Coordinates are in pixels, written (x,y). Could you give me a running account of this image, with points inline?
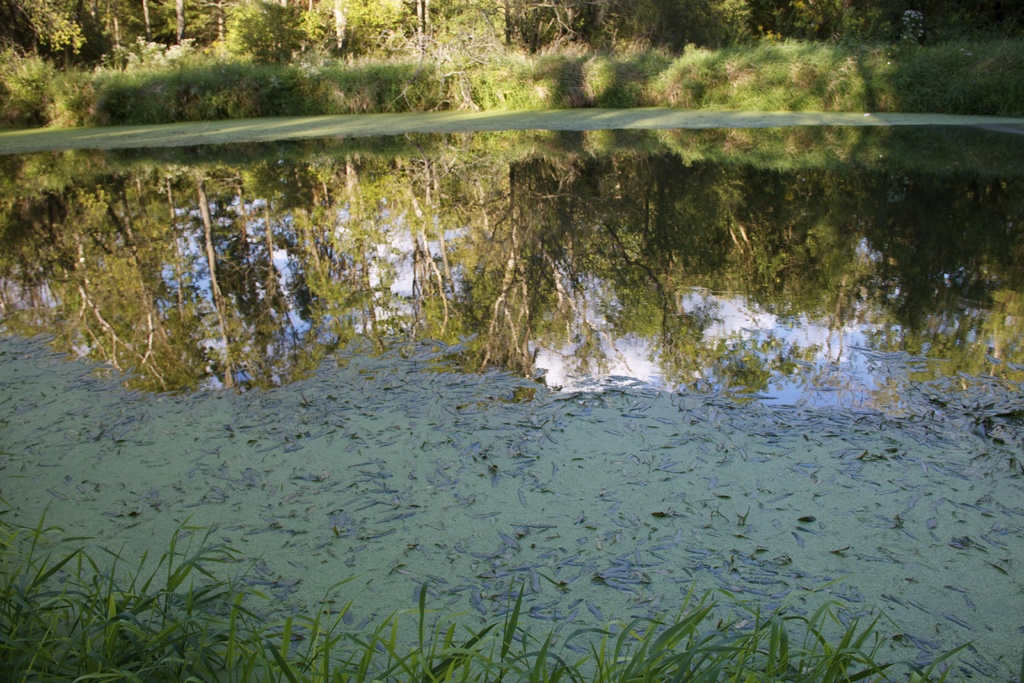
In this image we can see a water body (583,283). At the bottom of the image (464,659), we can see some grass (749,654). At the top of the image (641,34), we can see plants (374,86) and trees (535,18). We can see the trees reflection (116,269) on the surface of water (199,263).
